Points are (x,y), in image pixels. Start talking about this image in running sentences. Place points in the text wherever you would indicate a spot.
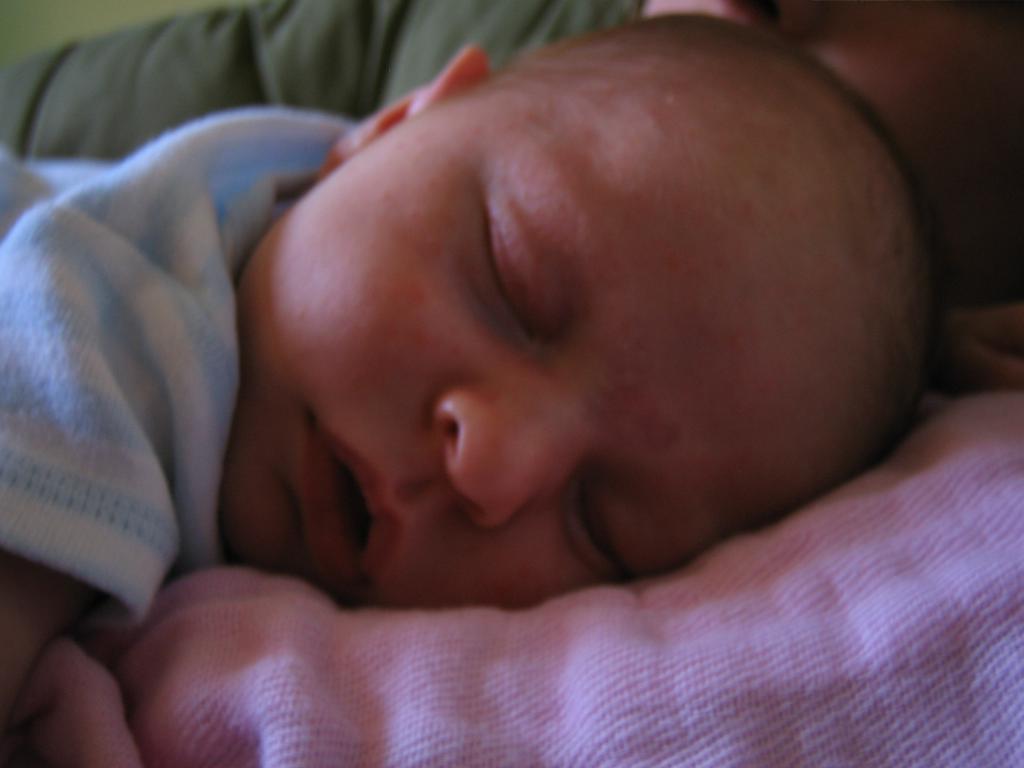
In the image we can see there is an infant (625,340) sleeping on the bed sheet (597,629).
